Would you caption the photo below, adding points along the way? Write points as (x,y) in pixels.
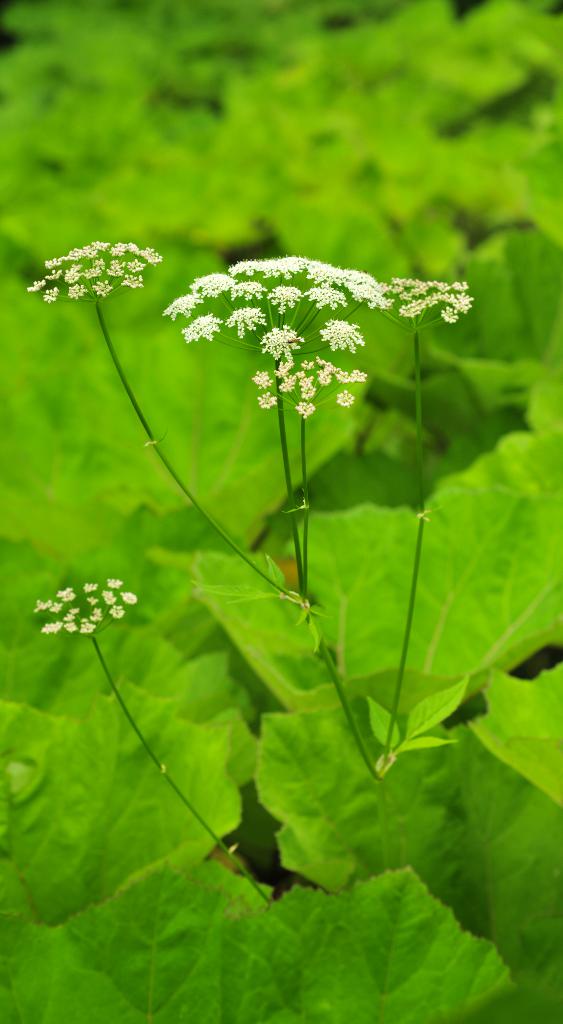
In this image I can see few flowers (304,365) which are white in color to the plants (225,598) which are green in color. I can see the blurry background (284,33).
